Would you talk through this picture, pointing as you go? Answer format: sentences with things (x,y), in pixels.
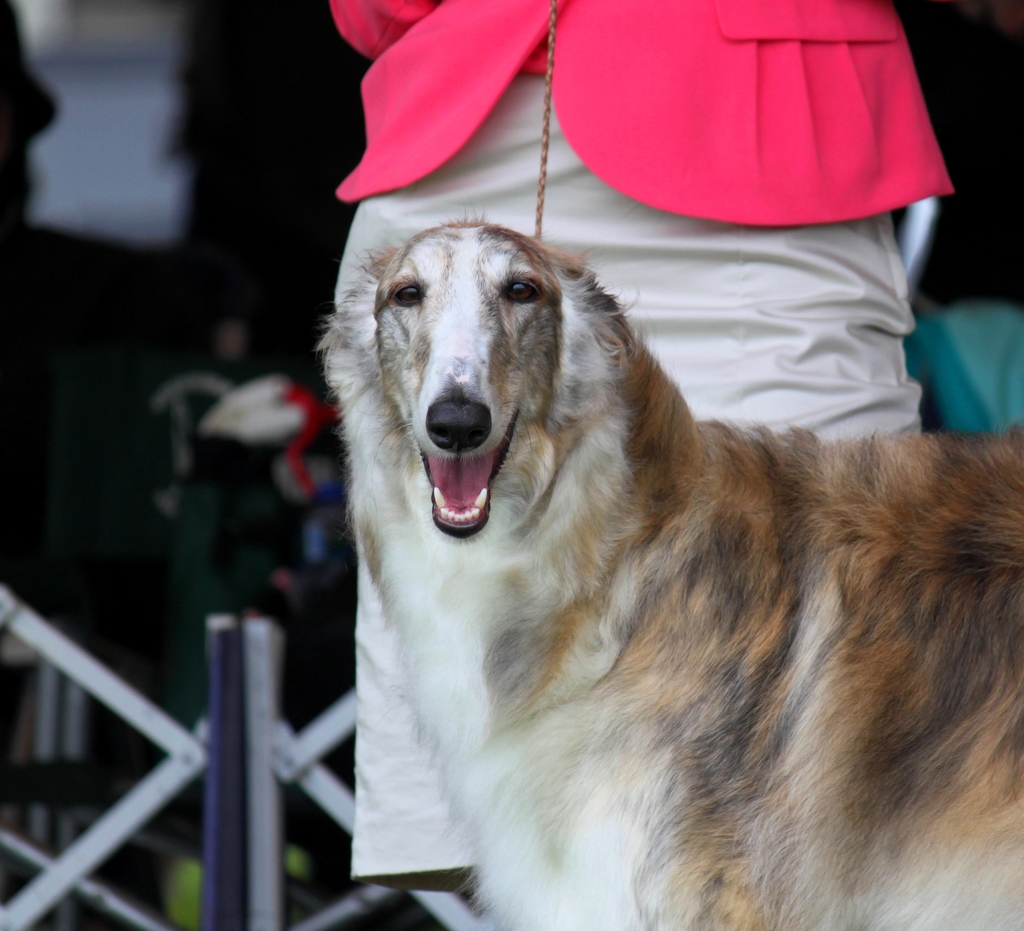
In this picture I can observe a dog (436,465) in the middle of the picture (471,413). Behind the dog (502,358) I can observe a person (560,240). The background (132,115) is blurred.
